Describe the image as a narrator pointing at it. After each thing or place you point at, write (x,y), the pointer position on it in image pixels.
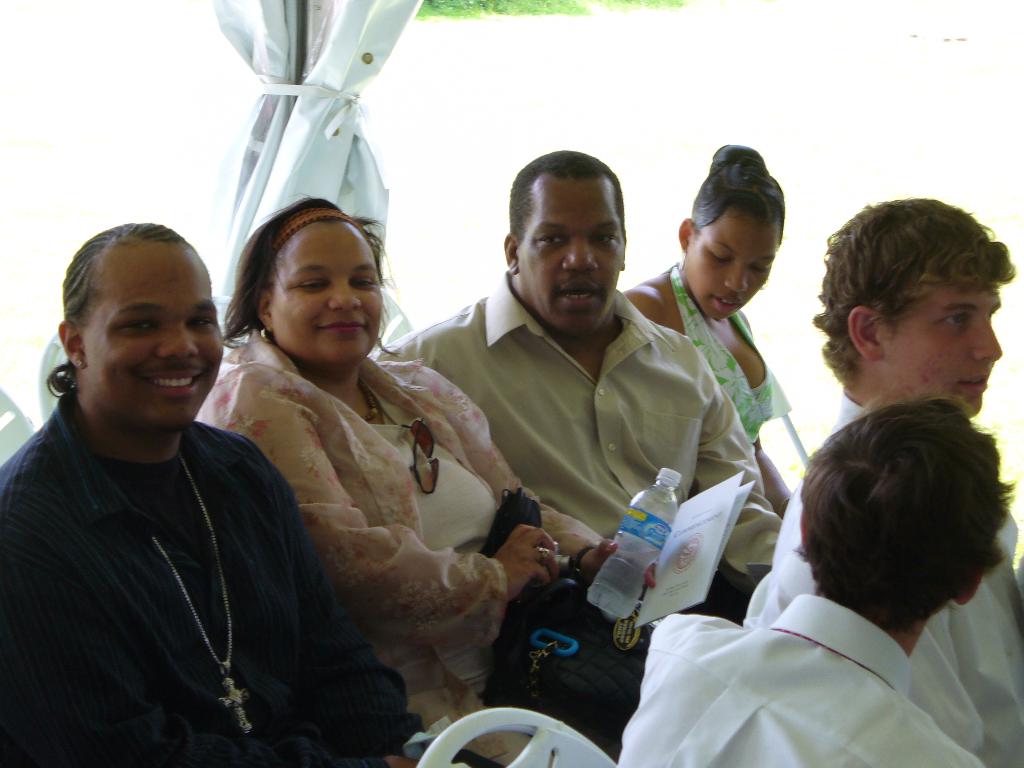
In the background (296,191) we can see an object (270,36). In this picture we can see people (332,389) sitting on the chairs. We can see a woman (489,501) is holding a bottle (625,598) and paper (711,563). We can see a bag (586,668). She is smiling.
